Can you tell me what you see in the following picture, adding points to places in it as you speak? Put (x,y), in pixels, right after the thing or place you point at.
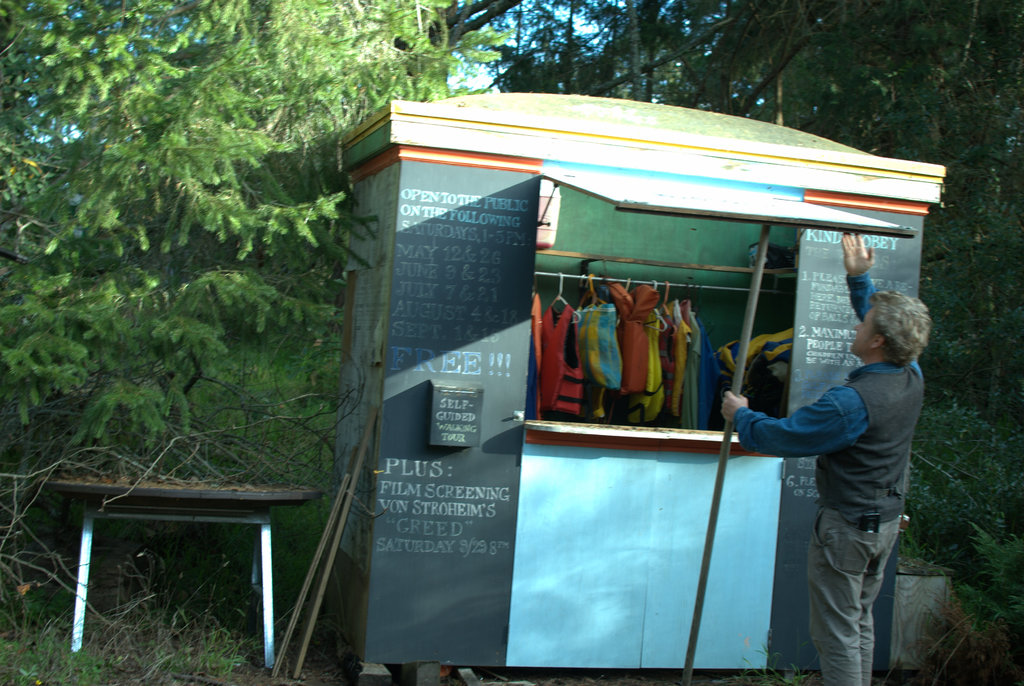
In this image I can see a booth (630,243), in the booth (662,484) I can see hanger (662,317), on the hanger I can see clothes (658,324) and I can see a person (848,259) standing in front of the booth (661,278), holding a rod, at the top (126,102) I can see trees (582,81), beside the booth (397,408) on the left side (103,485) I can see a bench (88,491) and I can see sticks (309,581) attached to the booth (386,519).
